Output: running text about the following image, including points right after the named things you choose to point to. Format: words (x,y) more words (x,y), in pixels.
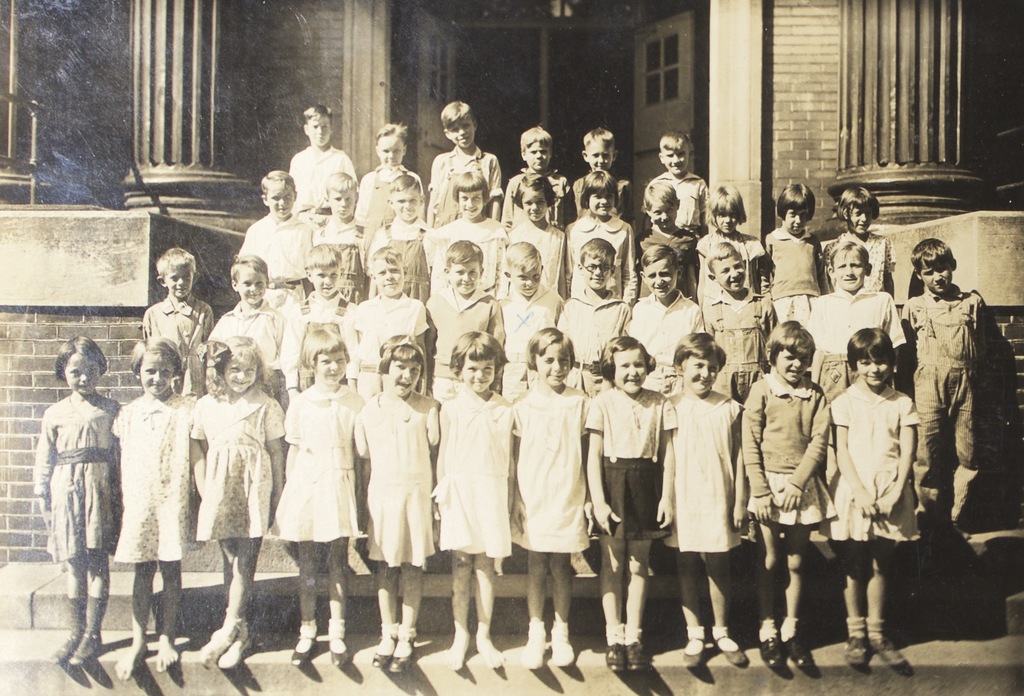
It is a black and white image and in this image there are children (527,428) standing on the steps (505,582) of a building (879,63).
